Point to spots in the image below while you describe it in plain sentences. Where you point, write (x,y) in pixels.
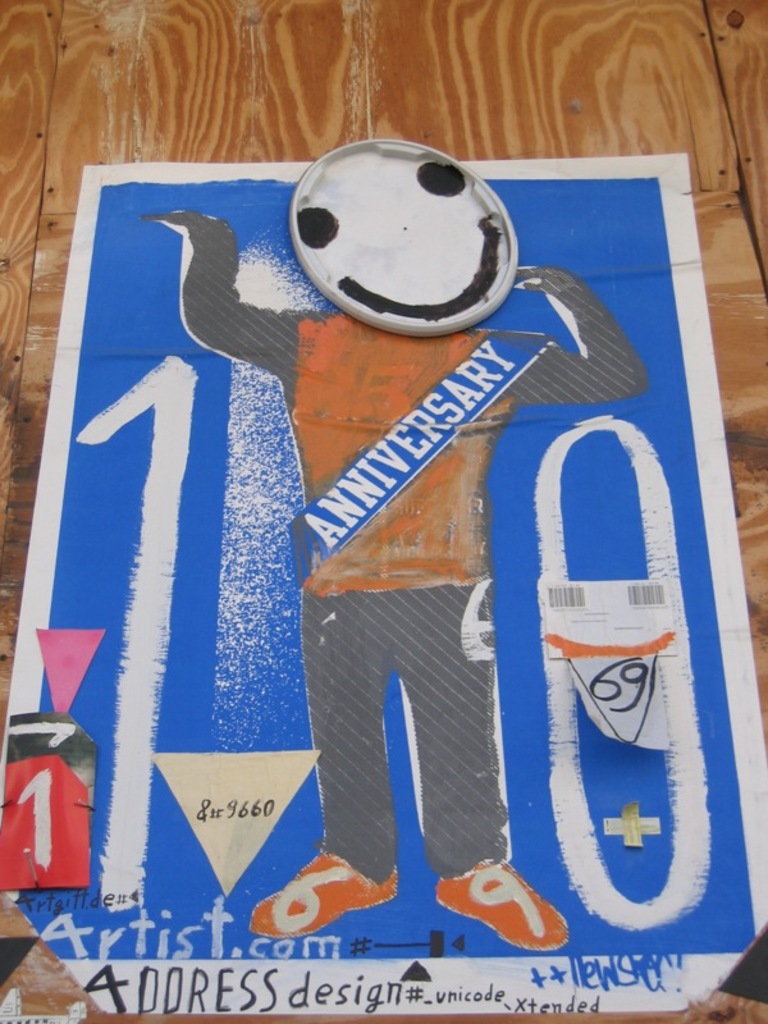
In this image I can see a poster (507,525) which is blue, black, white and orange in color on the wooden surface (307,131) which is brown and cream in color.
